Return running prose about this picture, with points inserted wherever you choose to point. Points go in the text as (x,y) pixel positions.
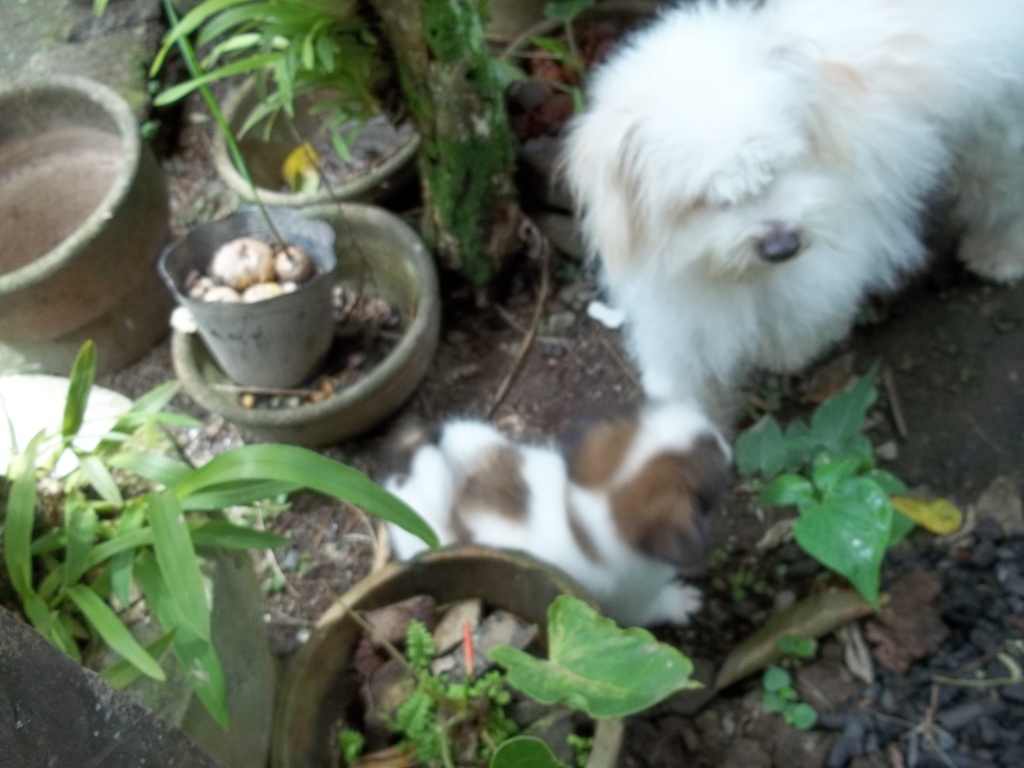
In this image we can see a dog (763,296) and a puppy (625,484). There are plants (121,553) placed in the flower pots (432,298). On the left (40,301) there is a pot (72,196).
